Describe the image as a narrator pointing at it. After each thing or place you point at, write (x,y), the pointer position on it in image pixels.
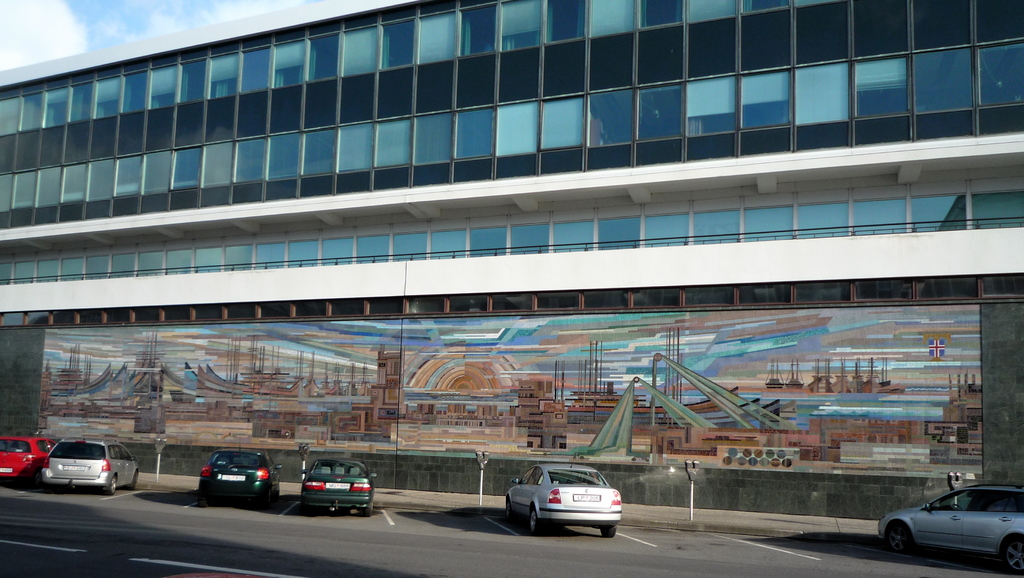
Here in this picture we can see number of cars (30,463) present on the road (639,537) over there and we can also see parking meters (480,480) present on the road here and there and in the front (363,336) we can see building (480,75) present over there and on that building (166,377) we can see painting (776,330) present and we can see clouds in the sky (67,34).
